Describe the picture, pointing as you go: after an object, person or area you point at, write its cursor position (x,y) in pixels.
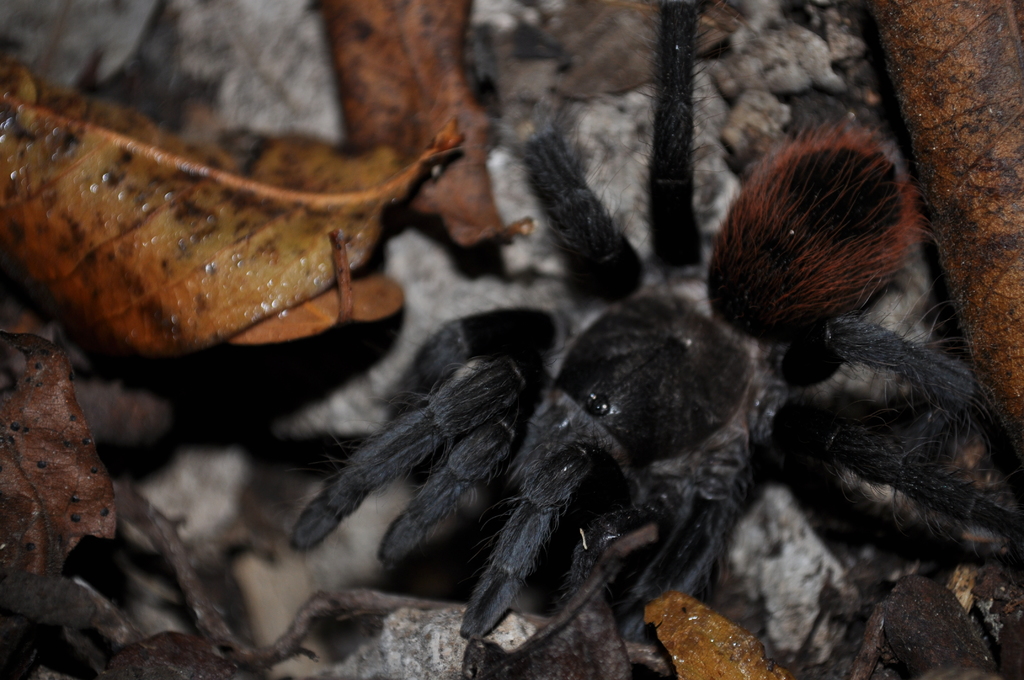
In this image we can see black color spider (721,462) on the ground (798,581). Here we can see dry leaves (337,221) and stones (543,299).
